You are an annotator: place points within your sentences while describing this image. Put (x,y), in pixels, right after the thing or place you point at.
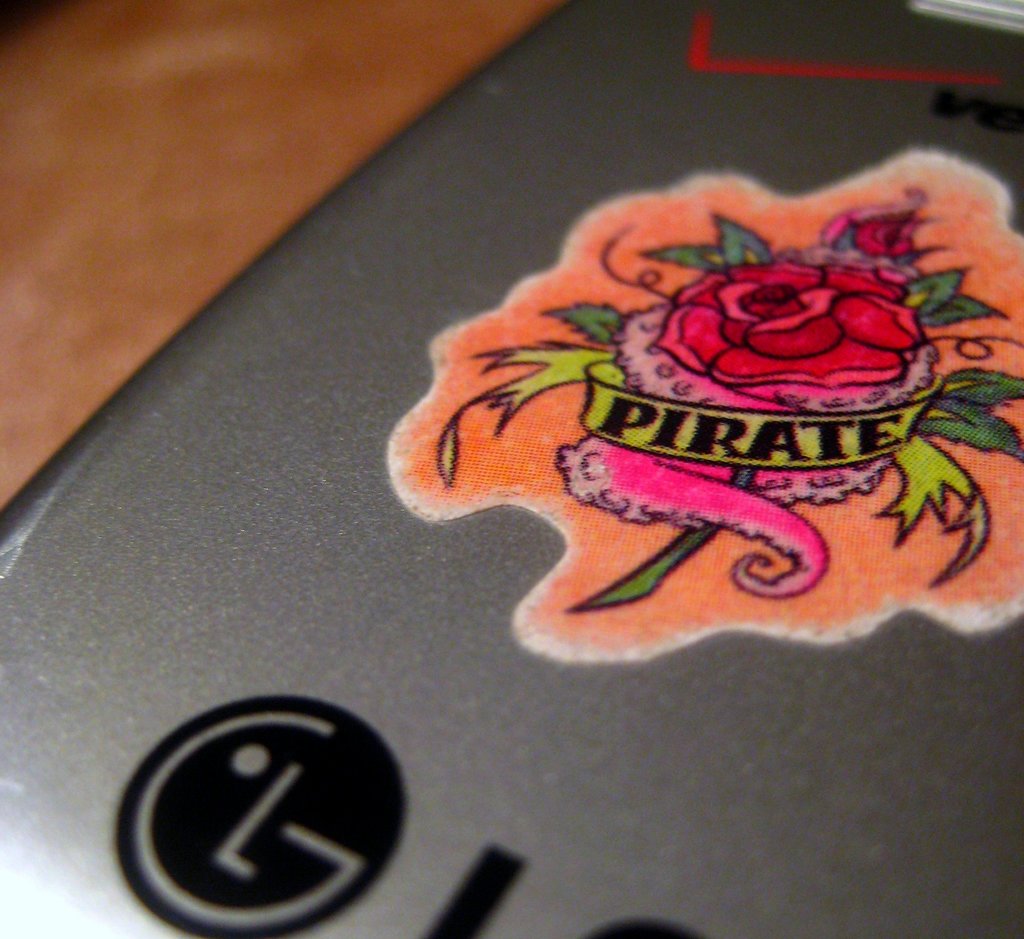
This image consists of a mobile (540,734) on which there is a sticker (617,594). It is kept on a desk (161,194).
